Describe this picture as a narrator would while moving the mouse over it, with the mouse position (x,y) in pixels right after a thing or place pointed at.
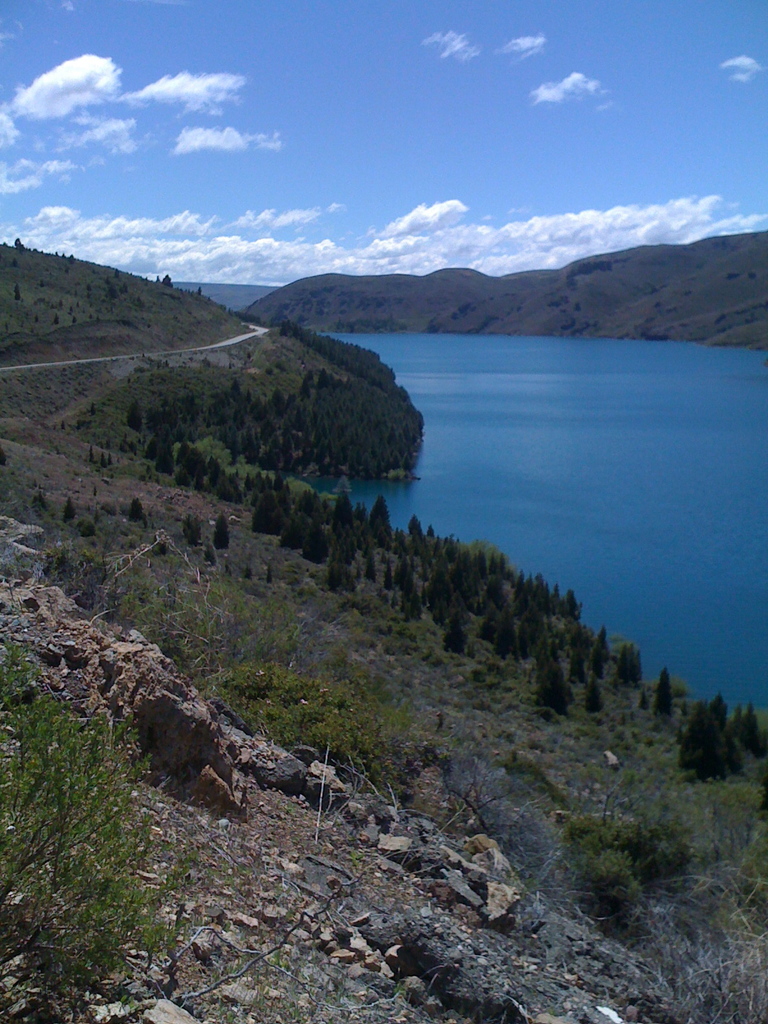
In this picture, we can see the ground (2,406) with some grass (604,781), rock (230,790), plants (473,680) and trees (499,617), we can see water (723,665), mountains (485,328) and the sky (360,260) with clouds (360,260).
